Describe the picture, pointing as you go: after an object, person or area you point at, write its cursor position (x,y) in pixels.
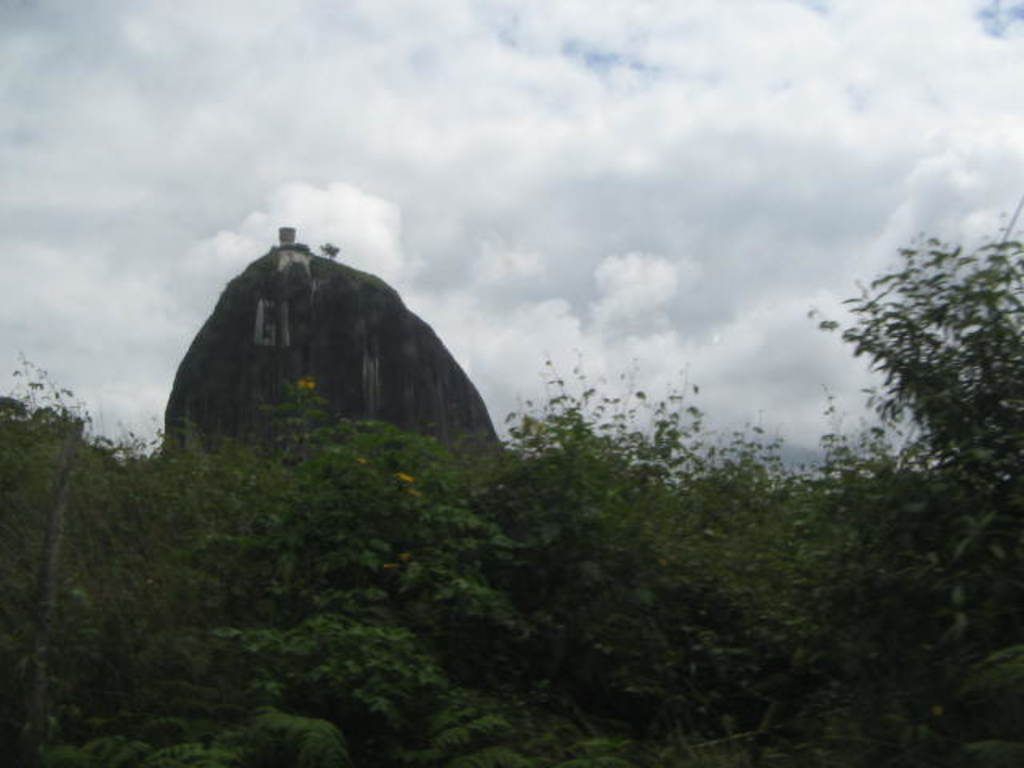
In the picture I can see plants (498,570). In the background (358,358) I can see the sky (468,220) and some other objects (323,331).
